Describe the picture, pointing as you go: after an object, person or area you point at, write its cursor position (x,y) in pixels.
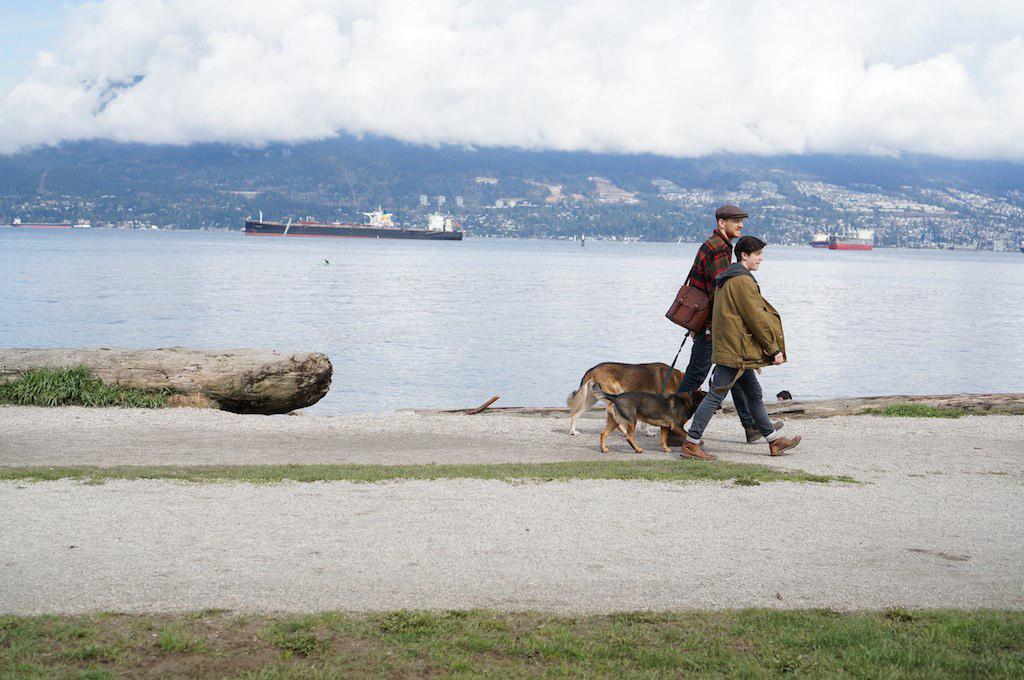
The two persons (723,340) walking and holding a belt (673,364) which is tightened to the dogs (673,377) and there is a mountain (554,203), river (530,275) and ships (425,228) beside them and the sky (514,51) is cloudy.
